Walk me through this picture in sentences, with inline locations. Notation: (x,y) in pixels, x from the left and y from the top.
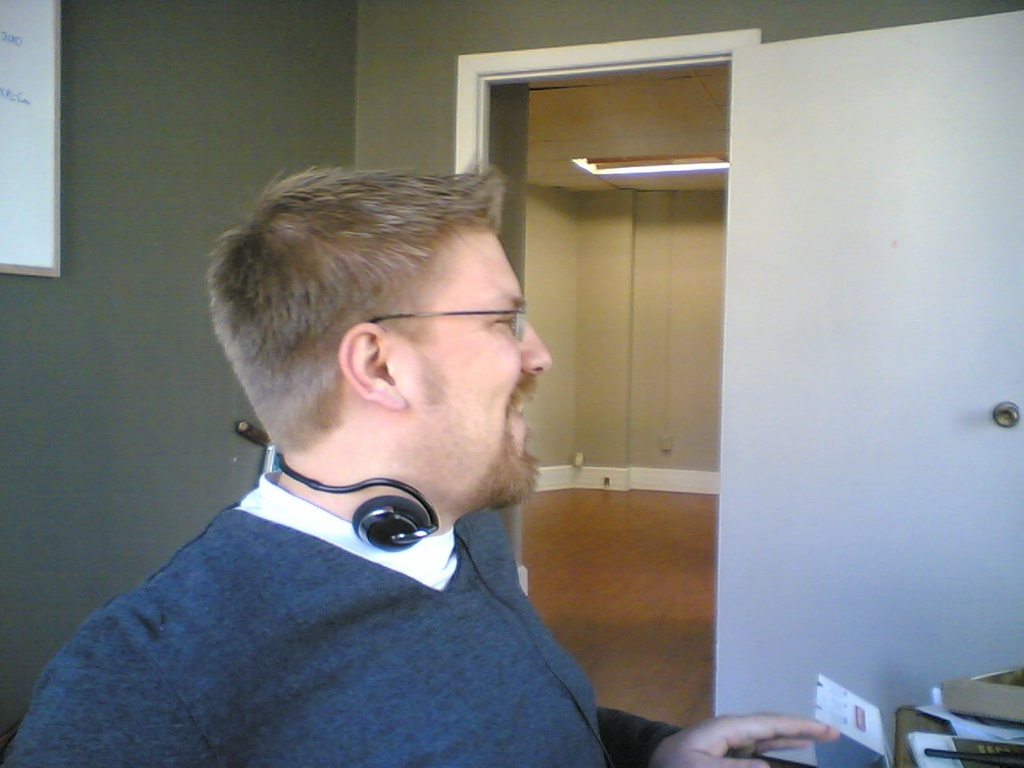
In this image we can see a man (384,456) wearing headphones (299,477) around his neck (367,413). In the background (287,108) we can see white board (59,209), walls (708,268) and book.
